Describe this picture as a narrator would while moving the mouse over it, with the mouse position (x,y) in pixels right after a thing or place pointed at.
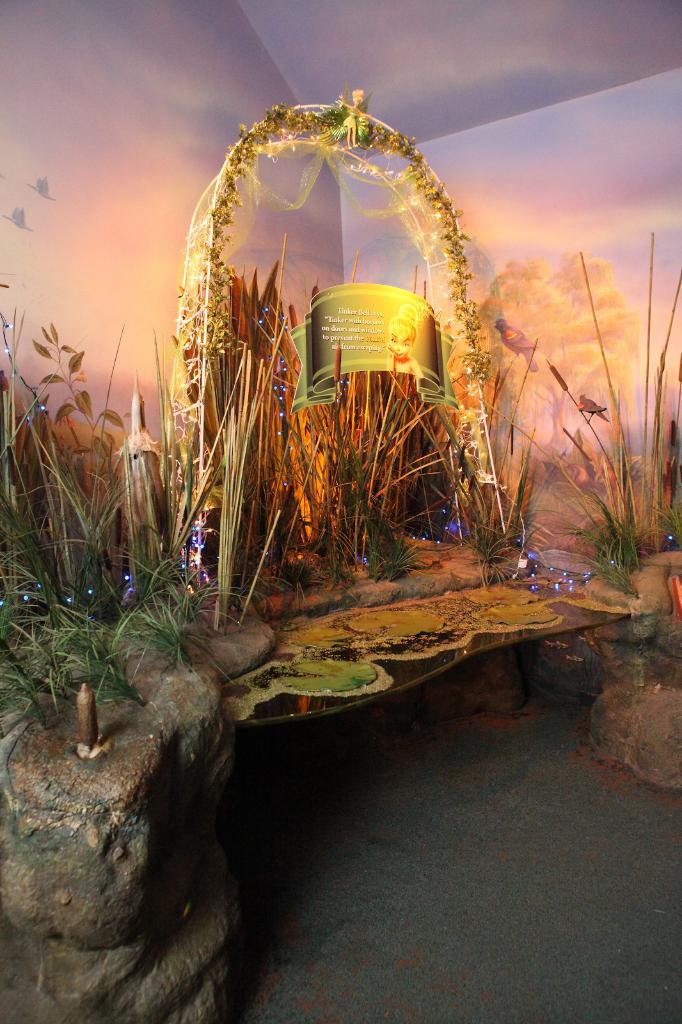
As we can see in the image there is water (469,632), painted wall (101,354), plants (140,402), banner (406,354) and lights (392,177).
